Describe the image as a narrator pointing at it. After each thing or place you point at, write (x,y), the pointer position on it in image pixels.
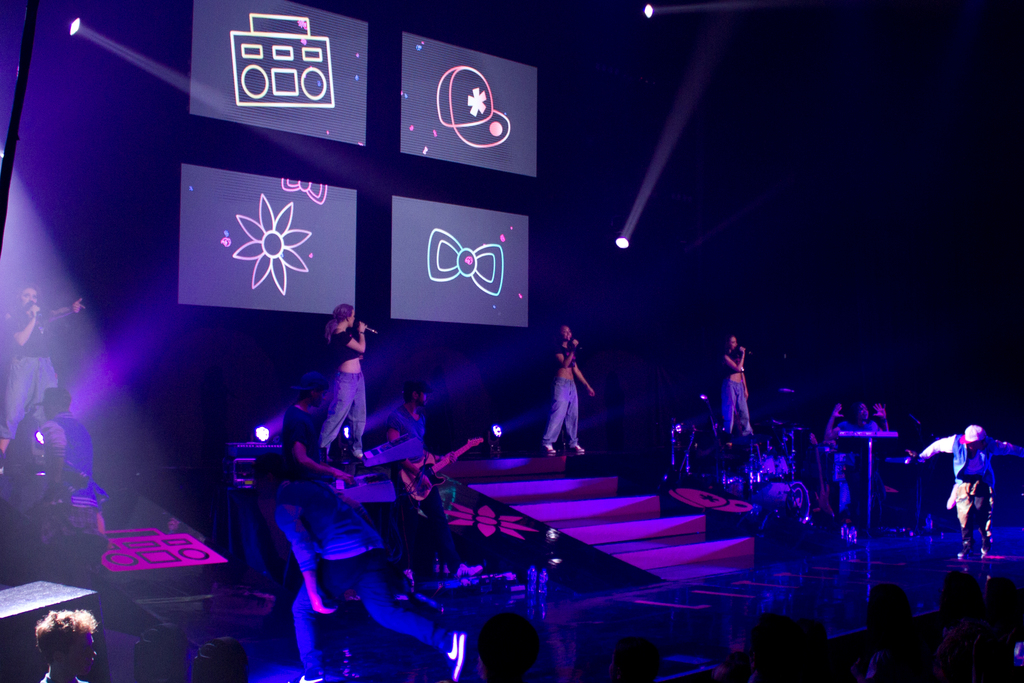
In this image we can see there are a few people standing on the stage (459,600) and holding mic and a few people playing musical instruments (431,474) and a few people (968,521) dancing. And at the back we can see the screen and lights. And there are people (246,659) standing near the stage (401,654).
